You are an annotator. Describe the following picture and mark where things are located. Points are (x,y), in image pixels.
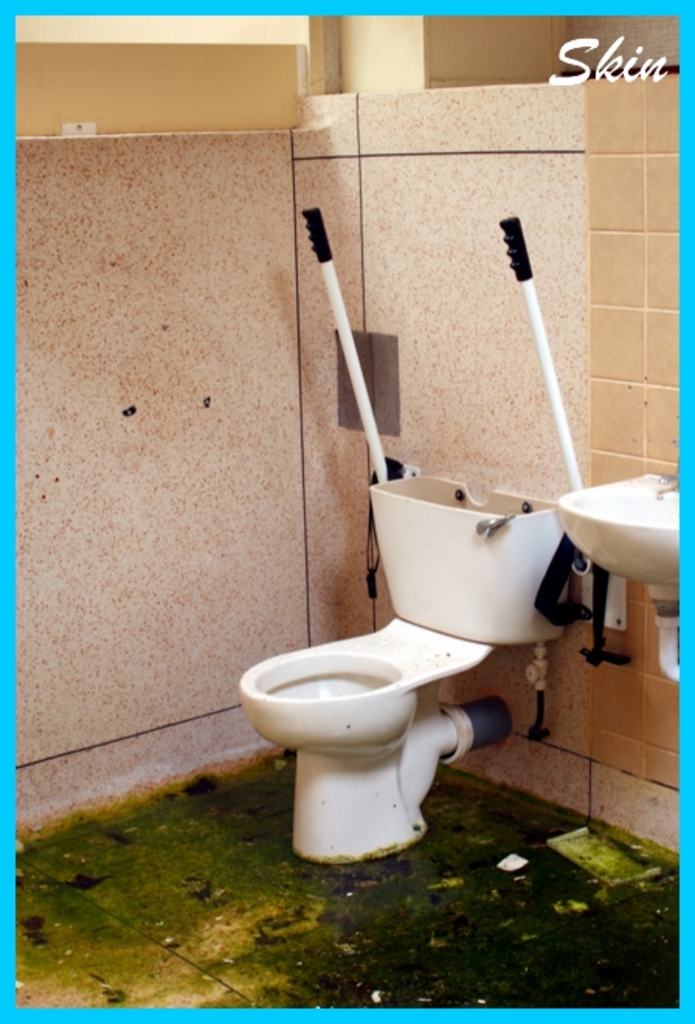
In this picture I can see a toilet seat (400,611), in the background (368,481) there are walls (385,367), in the top right hand side (650,69) I can see the text (649,56).
